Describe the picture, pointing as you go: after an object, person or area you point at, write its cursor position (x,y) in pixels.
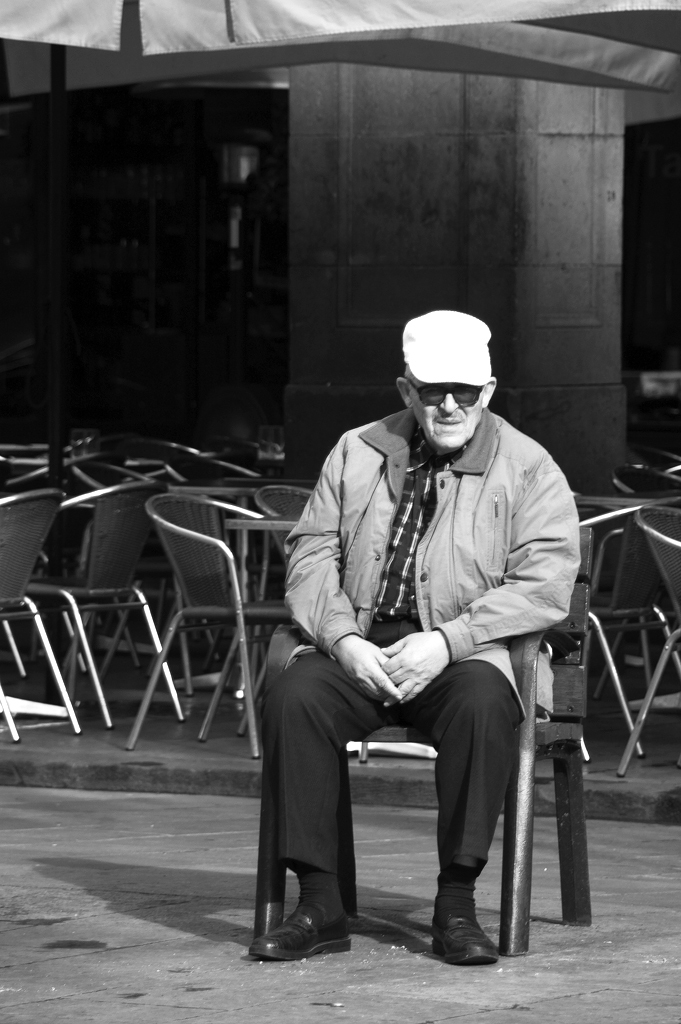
In this image we can see a black and white picture of a person (515,594) sitting in a chair (525,699) placed on the ground (564,938) he is wearing cap (440,362) and goggles (467,389). In the background (44,191), we can see a group of chairs (657,544), tables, poles (58,282), shed (311,36) and a building (305,258).
